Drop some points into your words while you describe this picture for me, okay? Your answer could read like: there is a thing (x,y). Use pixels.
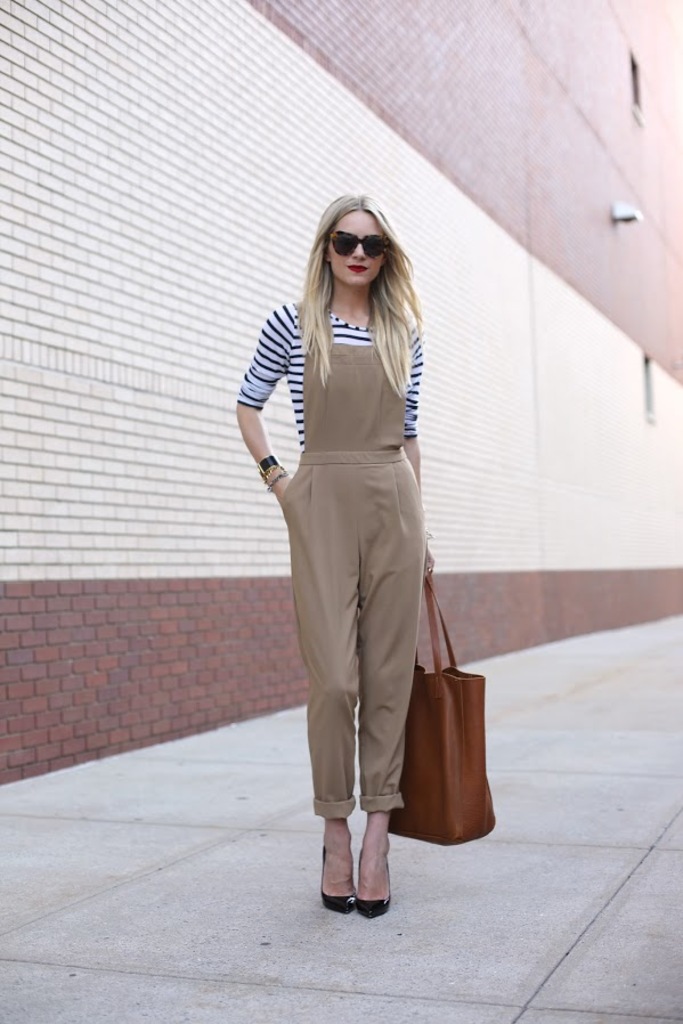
In this picture there is a girl (358,388) who is standing at the center of the image (354,396) with medium hair (318,375) and she is holding a carry bag (467,687) in her hand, there is a big wall (218,714) at the left side of the image (112,375), and the girl (342,369) is wearing sunglass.
